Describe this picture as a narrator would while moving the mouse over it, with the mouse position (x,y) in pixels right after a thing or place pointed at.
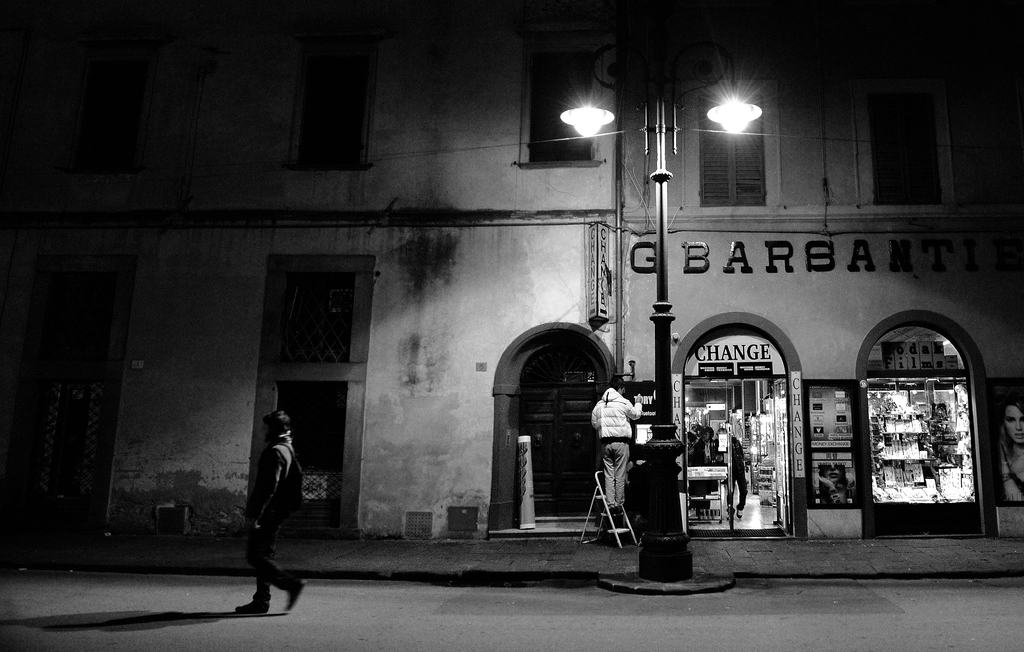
This is a black and white image. In this image we can see a person (268,577) walking on the road (511,598). In the background of the image (327,371) there is a building (492,296). There are windows (758,168) and doors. There is a store (726,456). There is a person (615,402) standing on a ladder (613,521). There is a light pole (610,67).
